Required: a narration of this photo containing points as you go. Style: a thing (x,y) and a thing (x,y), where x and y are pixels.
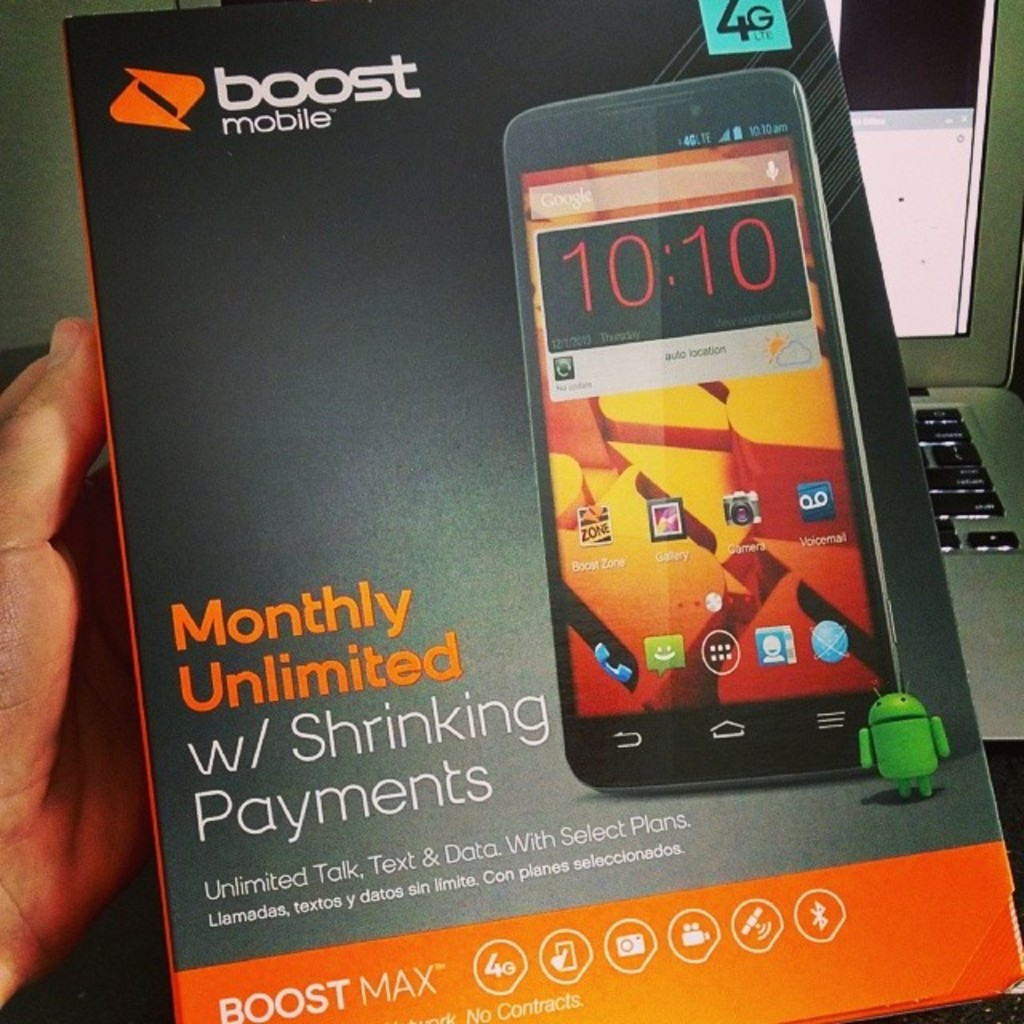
This image consists of a mobile box (561,740). On the left (1,912), there is a person's hand (36,701). On the right (949,115), there is a laptop (918,153).
